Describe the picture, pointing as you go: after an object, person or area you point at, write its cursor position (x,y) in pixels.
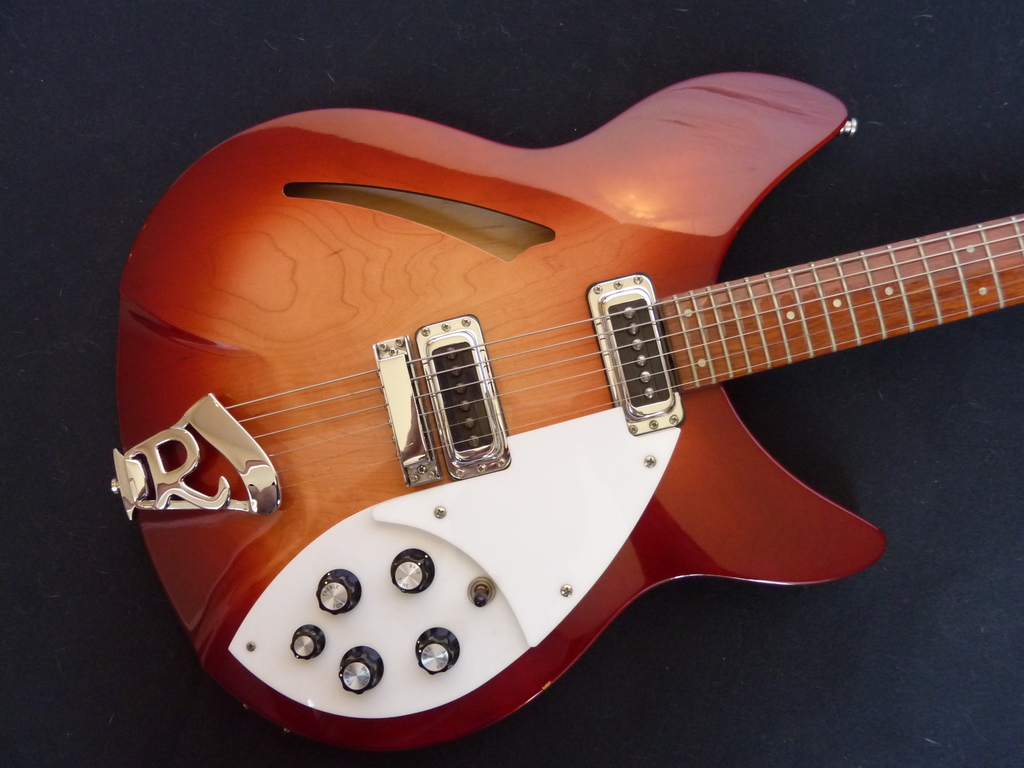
In the image in the center (502,446), we can see one guitar (503,412), which is in brown color.
